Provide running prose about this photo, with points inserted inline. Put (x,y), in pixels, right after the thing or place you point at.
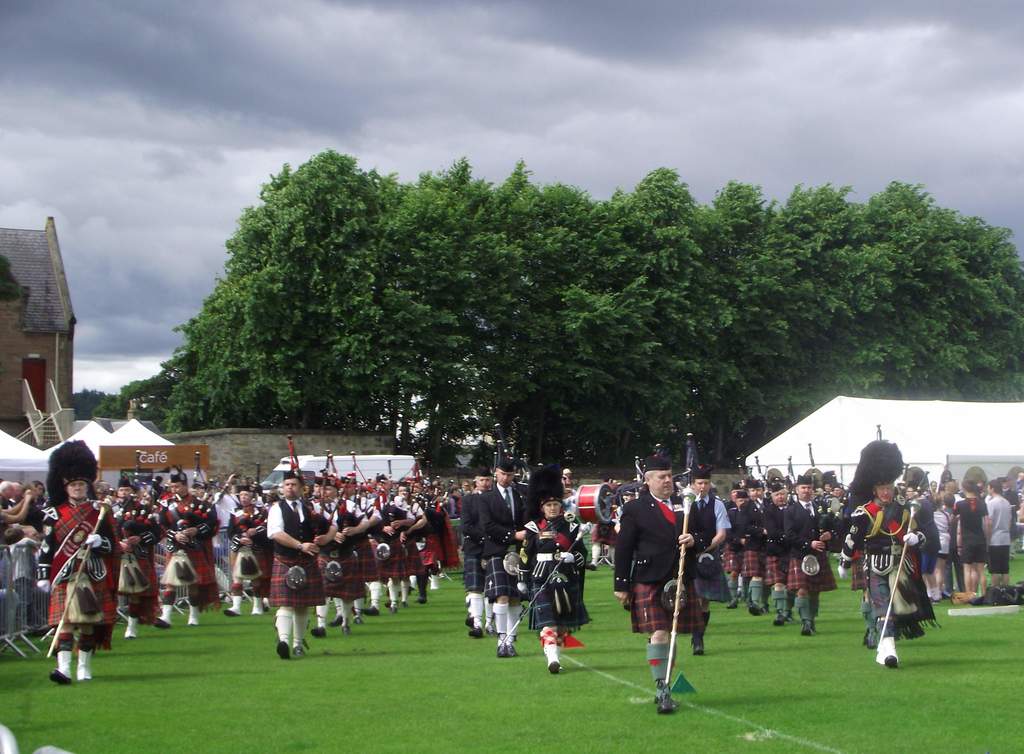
The picture consist of various people (287,588) marching, they are playing different musical instruments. In the center of the picture (384,463) there are vehicle (396,466), tents (856,420) and other objects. In the background (460,340) there are trees (630,331) and building (43,304). Sky (284,157) is cloudy.
